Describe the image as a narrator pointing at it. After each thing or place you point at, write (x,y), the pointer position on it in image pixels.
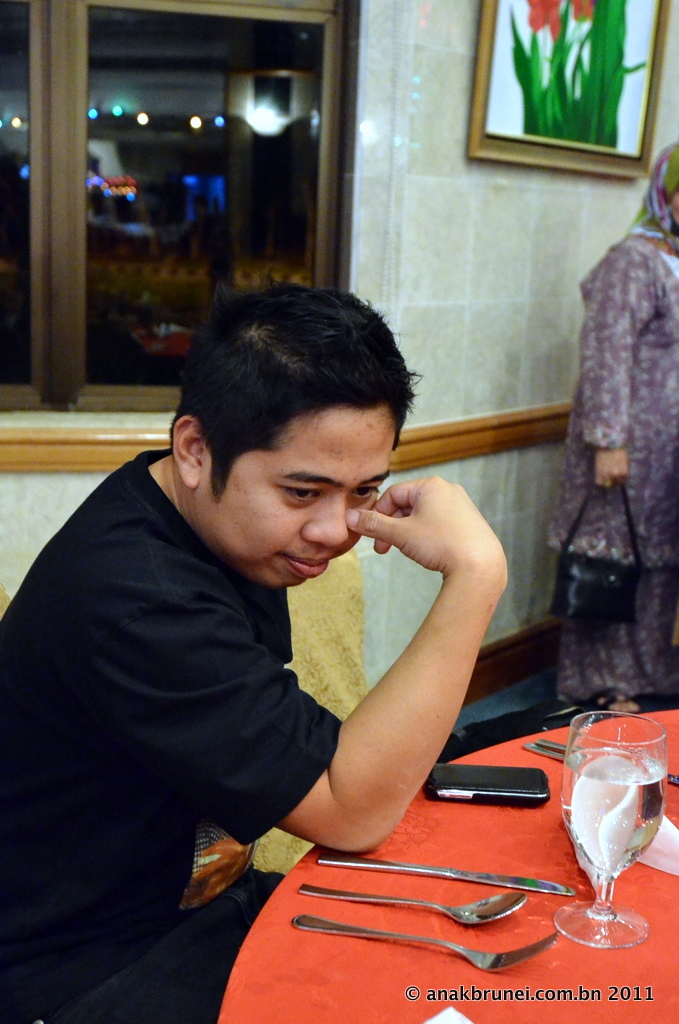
In this image, I can see a man (131,913) sitting. In front of the man (348,760), I can see a knife (462,868), spoon (467,913), fork (498,966), glass (572,805), mobile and few other objects (662,857) on a table (602,955). On the right side of the image (630,509), I can see a person (626,471) standing and holding a bag (609,557). In the background (577,156), there is a photo frame (519,111) attached to the wall (383,101) and I can see a glass window (166,253). In the bottom right corner of the image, I can see a watermark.
